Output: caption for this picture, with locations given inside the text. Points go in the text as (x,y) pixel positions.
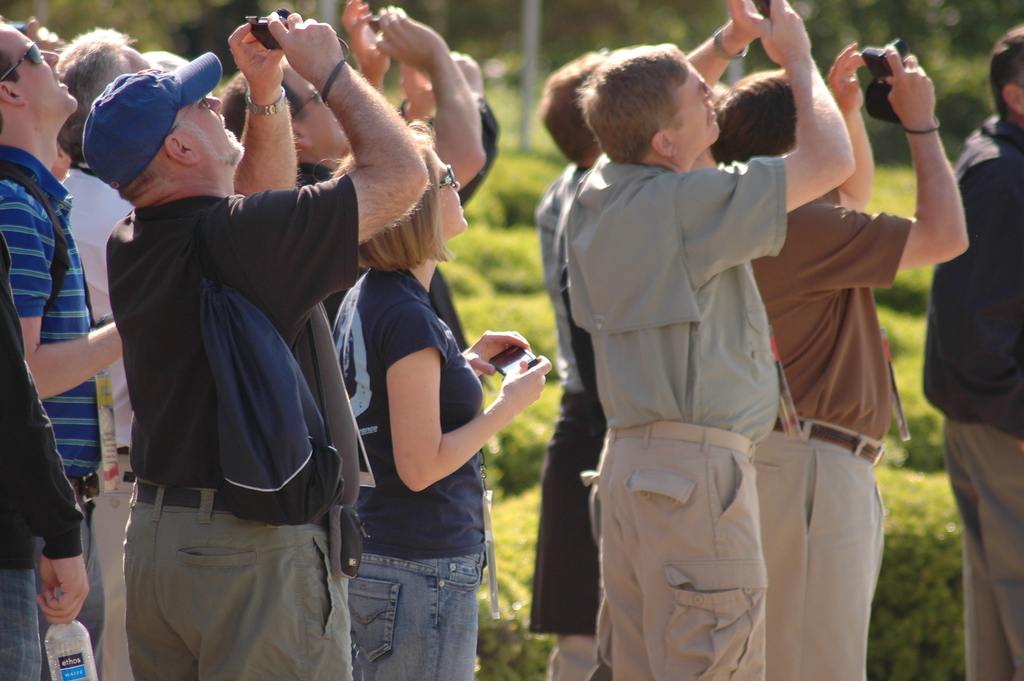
In this image few persons (575,318) are standing. Few persons (641,495) are holding cameras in their hands (285,28). Left side (180,299) a person (176,182) wearing a cap (178,84) is standing and he is holding a camera (254,33) in his hand (268,64). Behind him there is a person (36,645) holding a bottle (70,649) in his hand (49,611). Background (515,220) there are few plants (475,330). Top of the image (510,39) there are few trees (673,33).
